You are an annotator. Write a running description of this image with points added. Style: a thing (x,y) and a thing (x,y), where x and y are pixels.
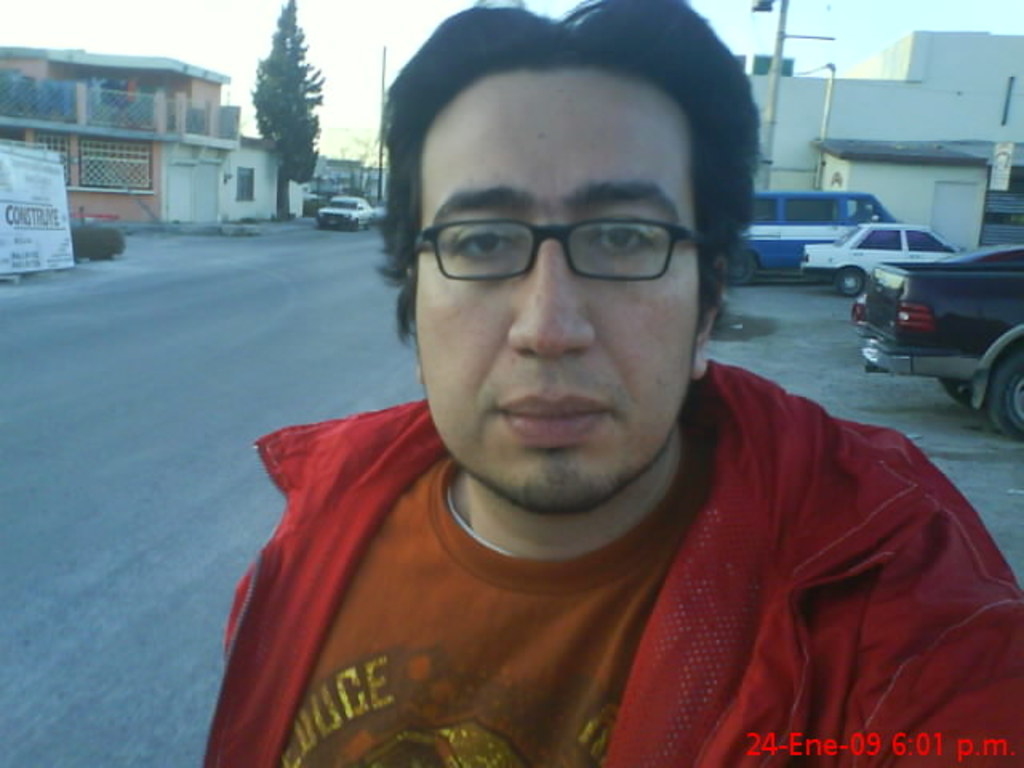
In the center of the image (428,467) we can see a man (584,327) wearing the glasses (605,232). In the background (198,147) we can see the buildings (904,116), poles (779,22), tree (276,81), plant (96,242), banner (58,239) and also the vehicles (776,213). We can also see the road (181,363) and also the sky (259,46). In the bottom right corner (830,743) we can see the date (867,741) and also the time (973,748).
